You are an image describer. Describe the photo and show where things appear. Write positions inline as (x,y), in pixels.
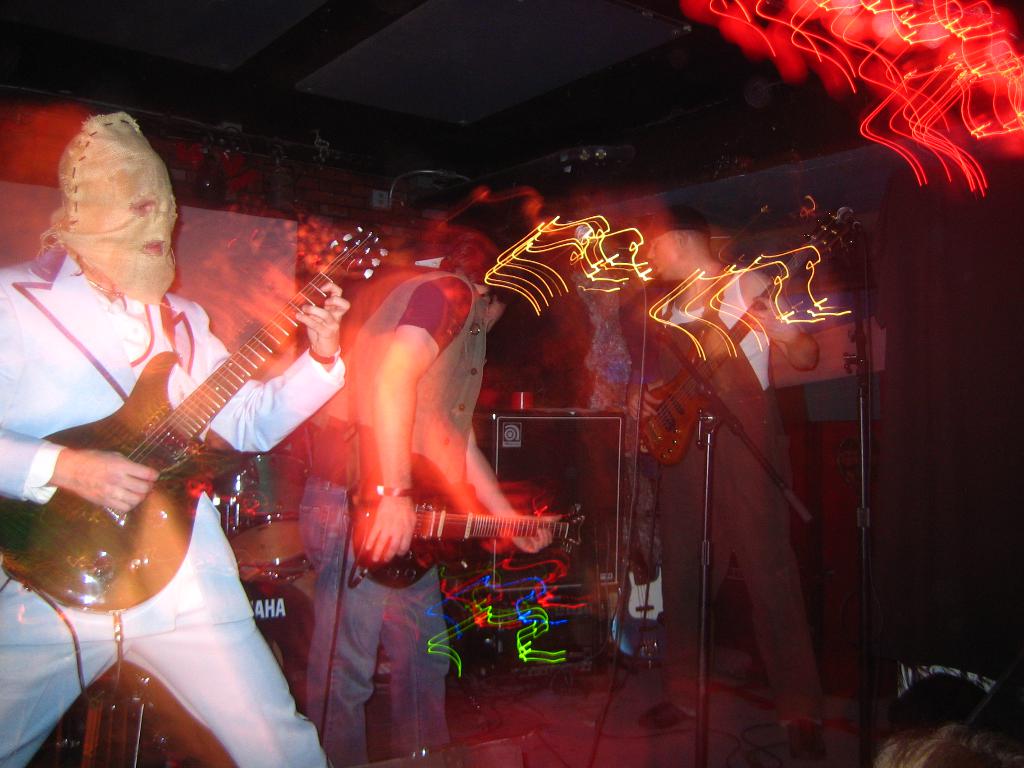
The image is clicked inside the room (642,153). There are three persons (93,268) standing and playing guitars (462,537). To the left (52,416) the man (95,305) is wearing white colored dress (19,338) and playing the guitar (84,511). In the background (307,174) there is a wall (230,204) with lights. In the front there are two mic stands (710,460) along with mics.
